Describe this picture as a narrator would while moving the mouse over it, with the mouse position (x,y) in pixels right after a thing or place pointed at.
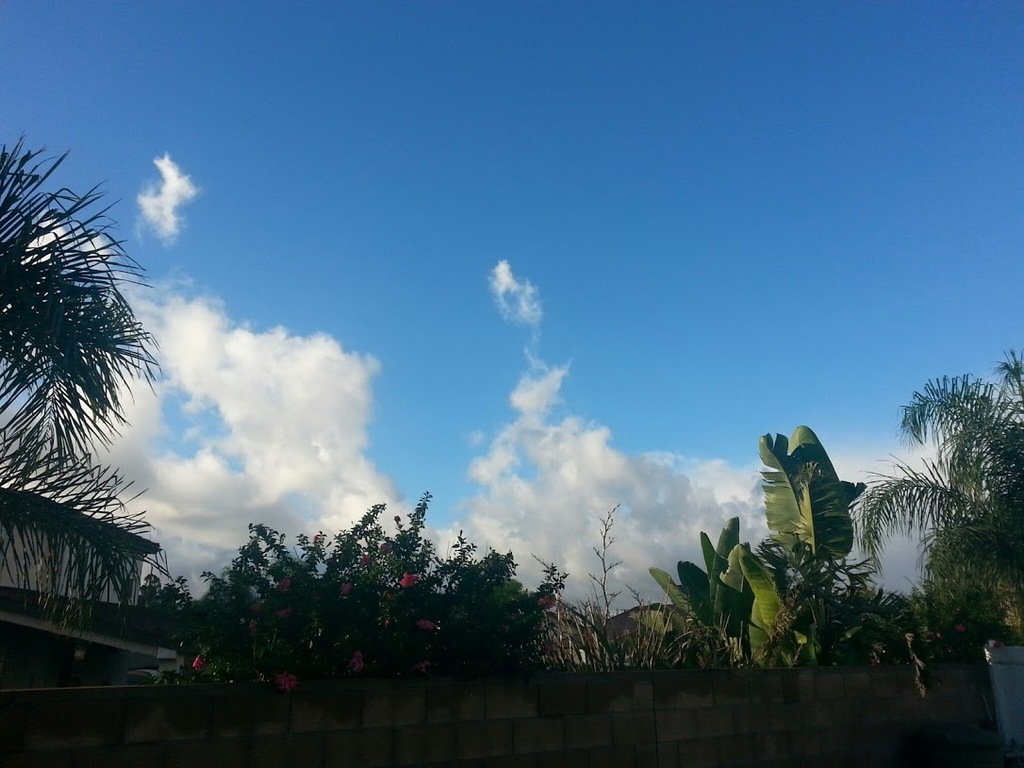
This picture shows a building (8,597) and few trees (340,619) and a blue cloudy sky (493,410).
